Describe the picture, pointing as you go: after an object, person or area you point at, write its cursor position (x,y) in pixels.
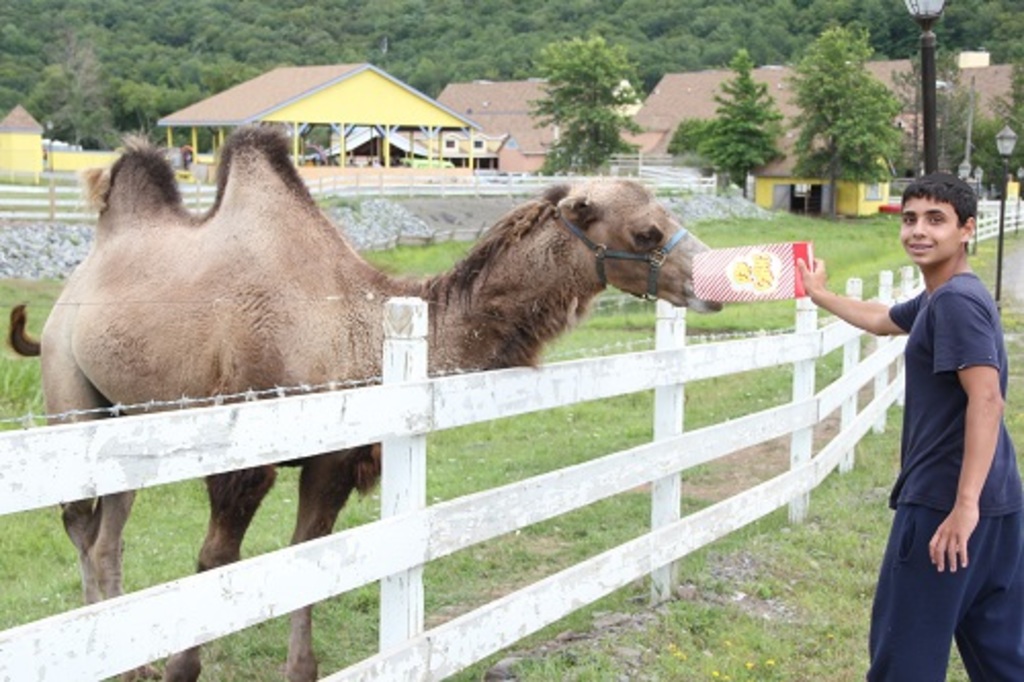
In the front of the image (583,403) there is a railing (705,537), grass (538,455), animal (513,309) and a person (937,189). Person (946,228) is holding an object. In the background of the image (655,119) there are houses (450,94), open-shed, trees (565,166), light poles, board (963,56), rocks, railing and objects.
